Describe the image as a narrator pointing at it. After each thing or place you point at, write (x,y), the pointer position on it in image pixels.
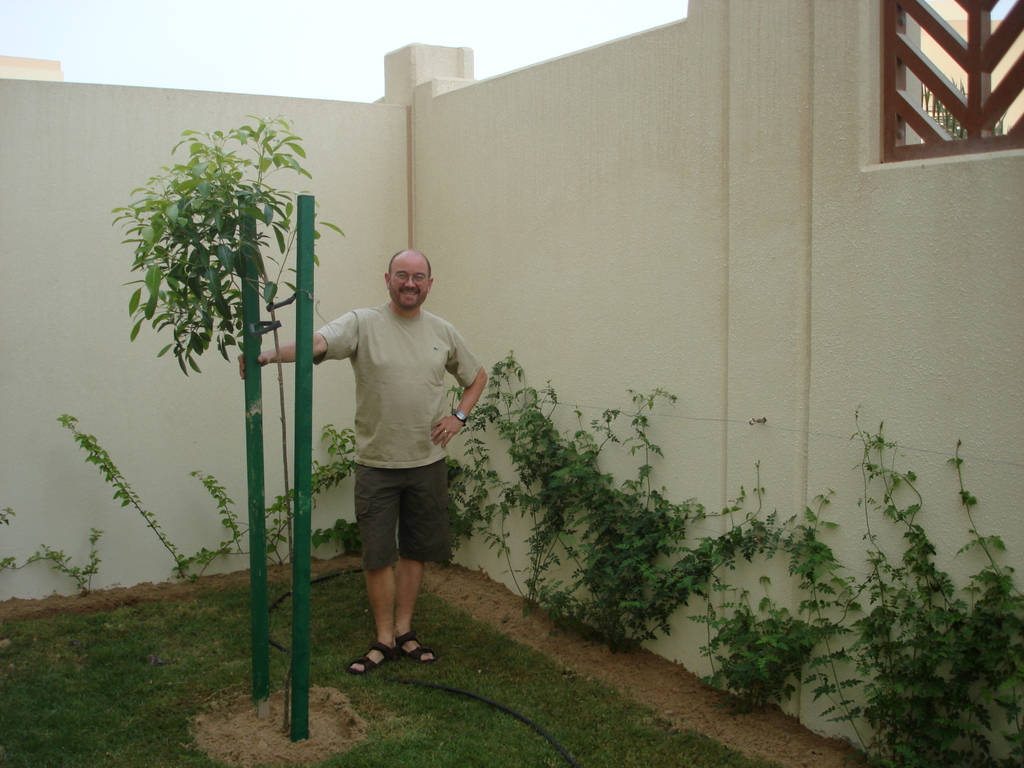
In this image I can see in the middle (413,281) a man (435,352) is standing, beside him there are two metal poles (259,396) and there is a plant (276,341). At the bottom (162,671) there is the grass (127,689), there are bushes (158,525) on either side of an image, there is the wall (433,264) in the middle (476,256). At the top (268,27) there is the sky (284,29).
